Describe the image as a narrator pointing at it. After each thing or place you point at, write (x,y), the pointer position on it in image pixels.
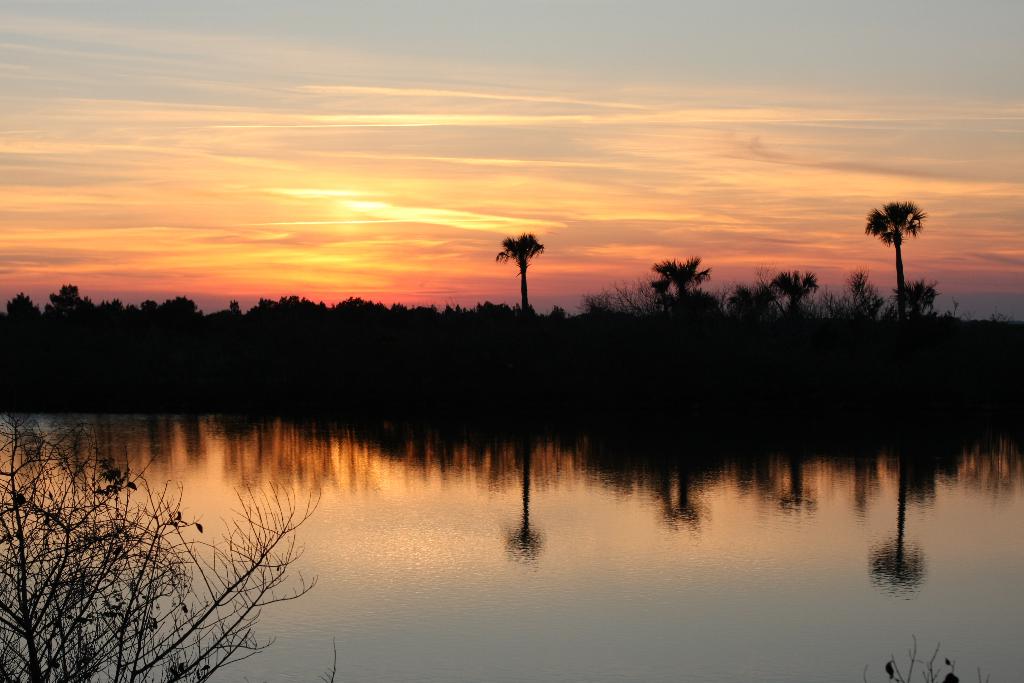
In the image we can see water (552,613), trees (588,318), tree branches (137,591) and pale orange sky (185,195).
